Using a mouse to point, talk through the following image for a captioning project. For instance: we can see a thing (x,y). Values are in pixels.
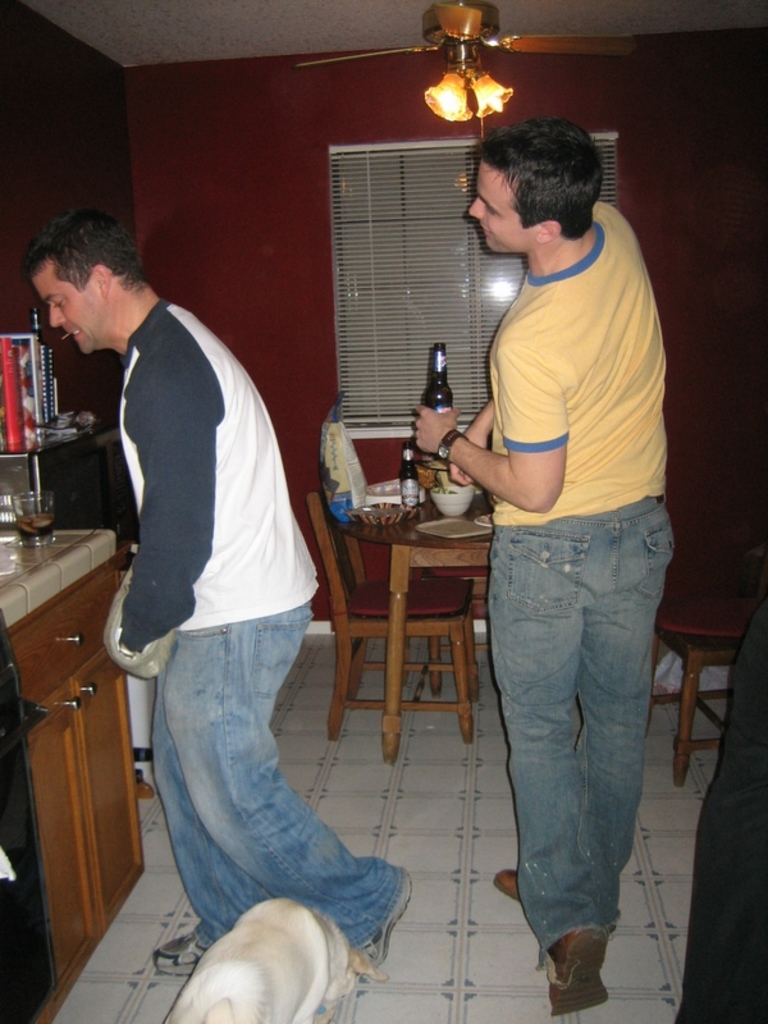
A man (151,515) is standing at table (74,553) with a wine glass (33,545) on it. Another man (578,632) behind is walking with a beer bottle (447,400) in his hand (435,428).
